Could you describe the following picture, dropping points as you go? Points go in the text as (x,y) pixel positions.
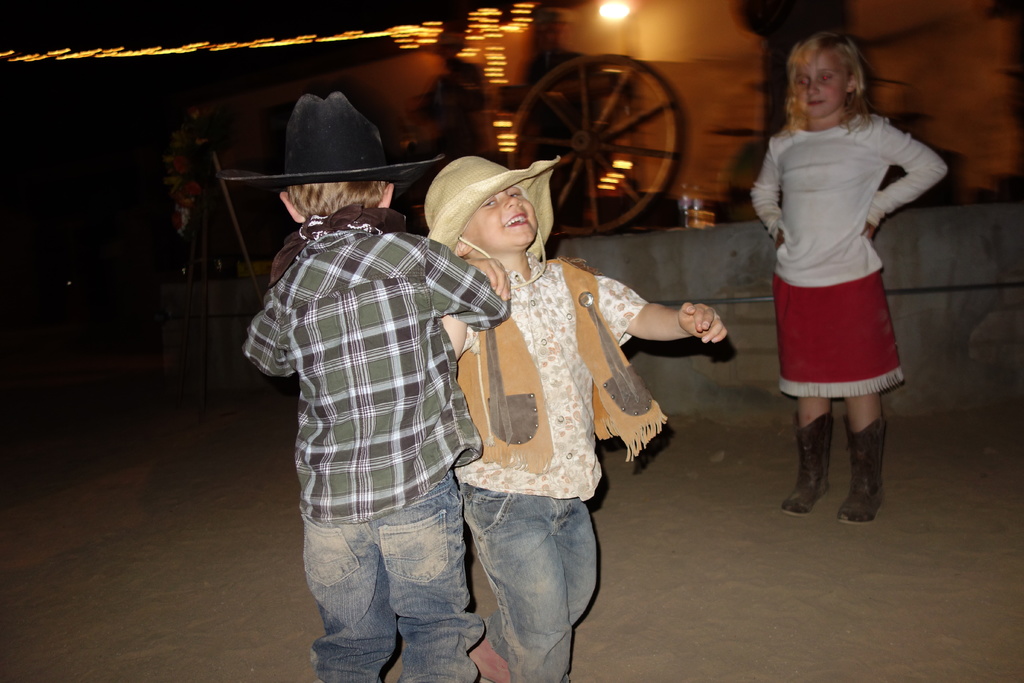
This image is taken outdoors. At the bottom of the image (764,610) there is a floor (744,619). In the background (578,41) there is a wall (606,25) with a few rope lights (504,26) and a bulb (615,11). There is a wagon wheel (644,207) on the wall (712,81). In the middle of the image (571,347) two boys (506,463) are standing on the floor (843,581). On the right side of the image (864,245) a girl (818,240) is standing on the floor (911,588).
